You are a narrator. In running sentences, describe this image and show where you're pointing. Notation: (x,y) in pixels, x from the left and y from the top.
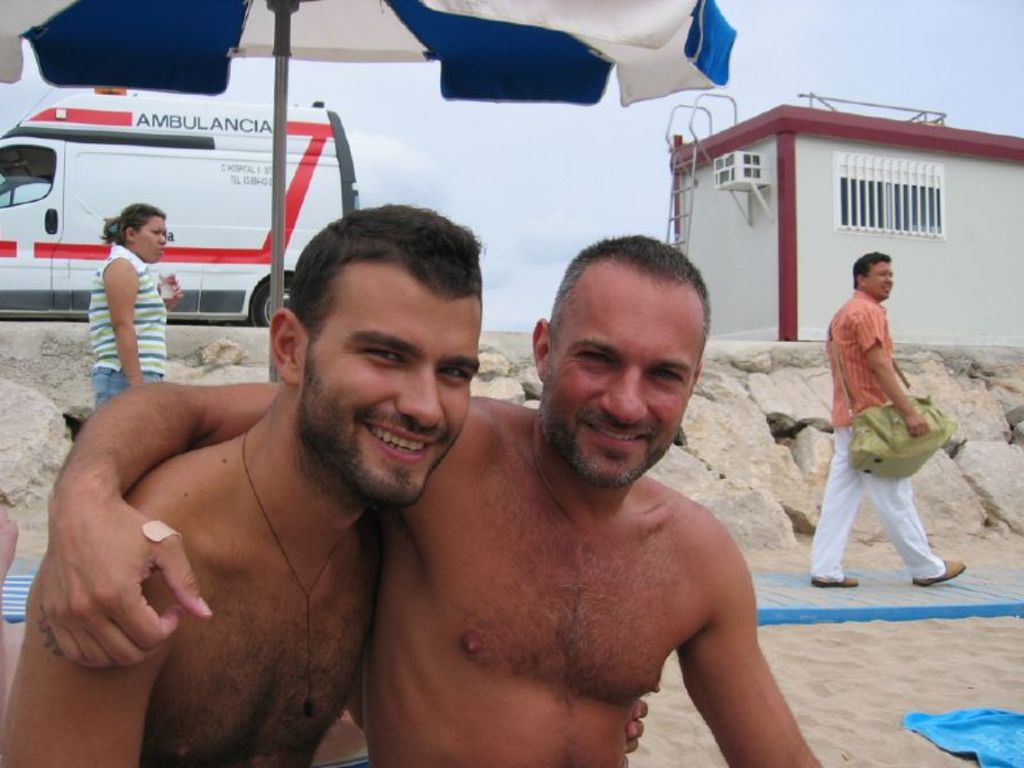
In the picture there are two men (740,736) laughing, behind them there is a man (884,293) walking and a woman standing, there are rocks (1007,467), there is an umbrella (282,153), there is a house (1015,312), there is a vehicle (245,224), there is a cloudy sky (661,231).
